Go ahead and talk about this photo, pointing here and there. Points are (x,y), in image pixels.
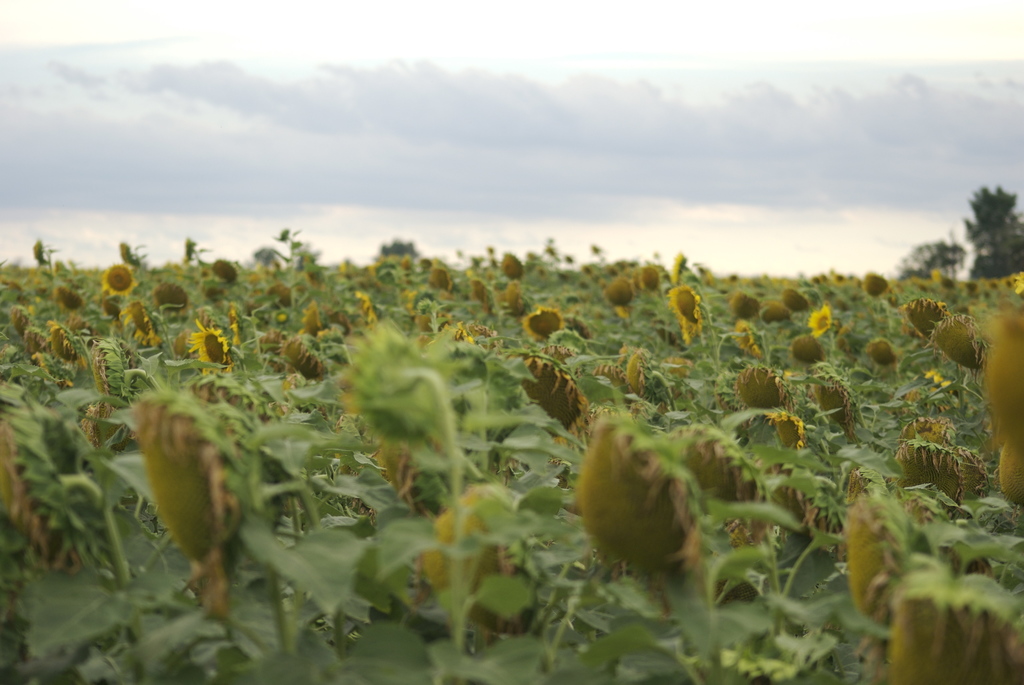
In the picture I can see the sunflower farm field (685,318). There are trees (1007,241) on the top right side (1013,222). There are clouds (644,91) in the sky (563,110).
